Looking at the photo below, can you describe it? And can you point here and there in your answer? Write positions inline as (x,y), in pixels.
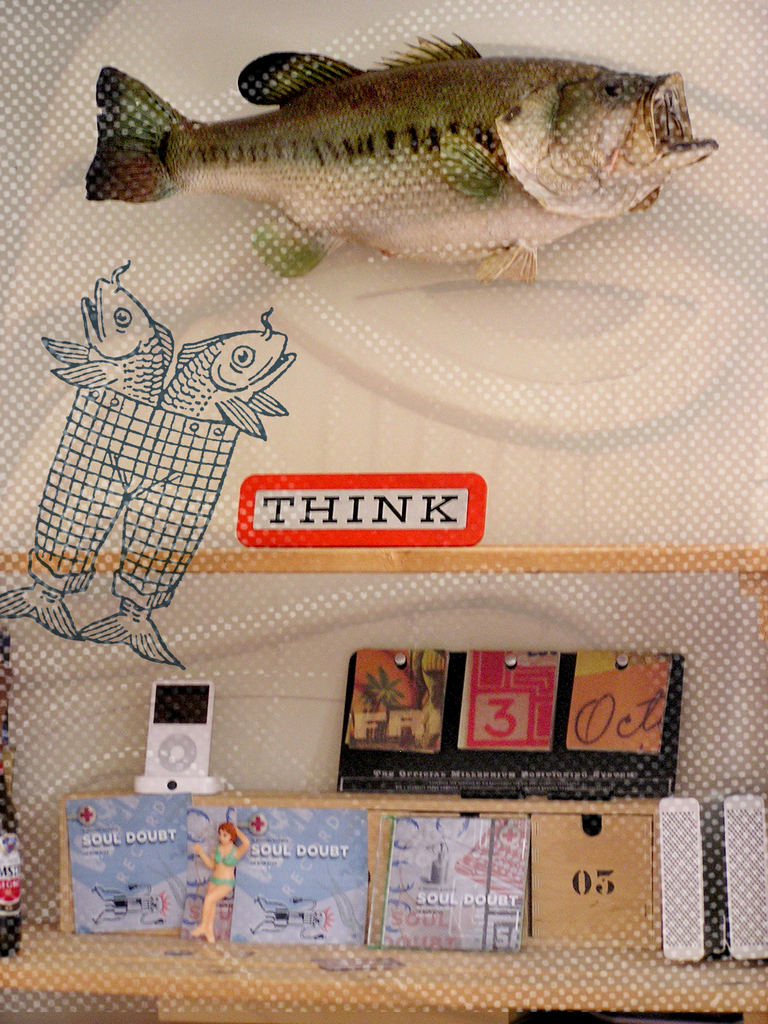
This image looks like a poster. In this image we can see the images of fishes (279,189). There is a board (317,490) with a text (393,514) on it and there are a few objects (441,878).
